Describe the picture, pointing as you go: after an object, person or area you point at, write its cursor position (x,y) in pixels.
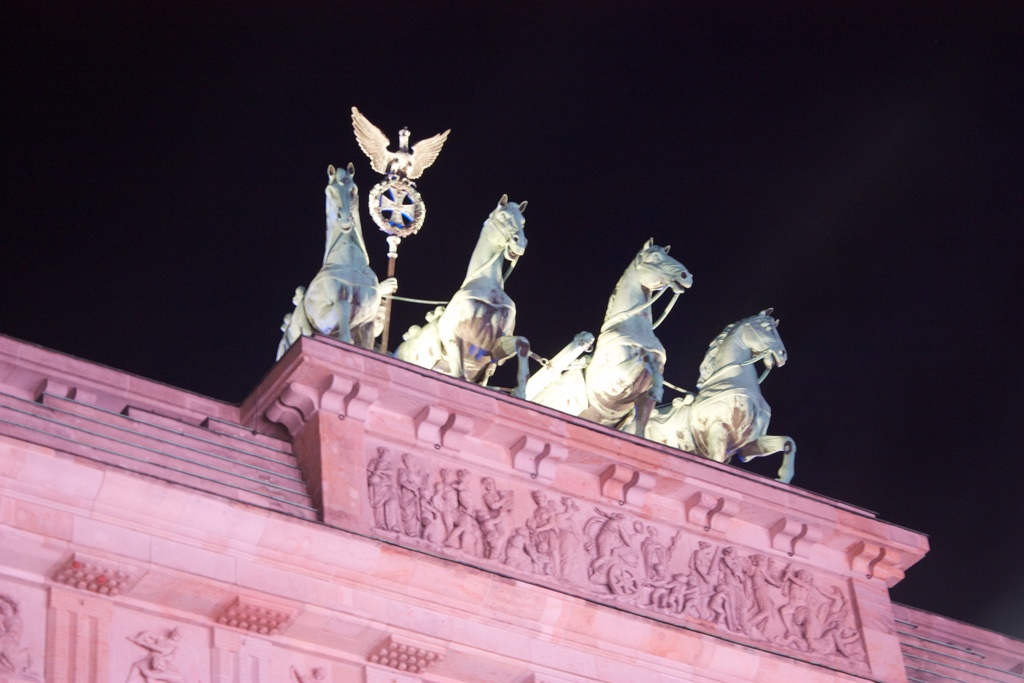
In the image we can see there is a building (539,535) and there are statue (511,318) of horses (762,329).
